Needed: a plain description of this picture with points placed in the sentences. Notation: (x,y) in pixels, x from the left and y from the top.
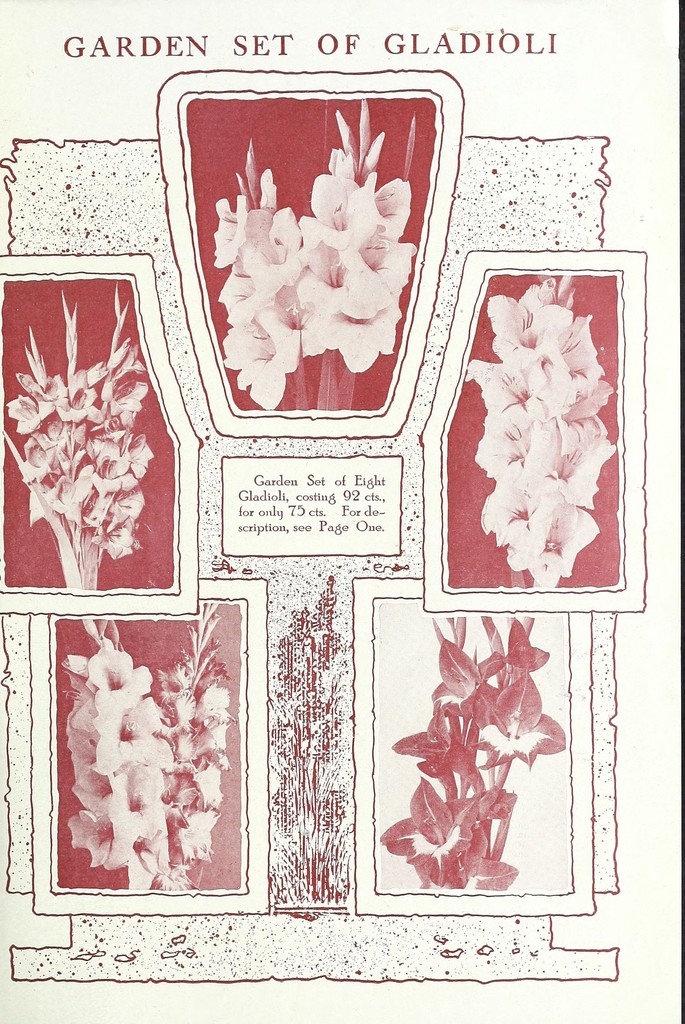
In this picture we can see a paper (313,589), there are pictures (321,290) of flowers (326,296) and some text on this paper (325,440).
